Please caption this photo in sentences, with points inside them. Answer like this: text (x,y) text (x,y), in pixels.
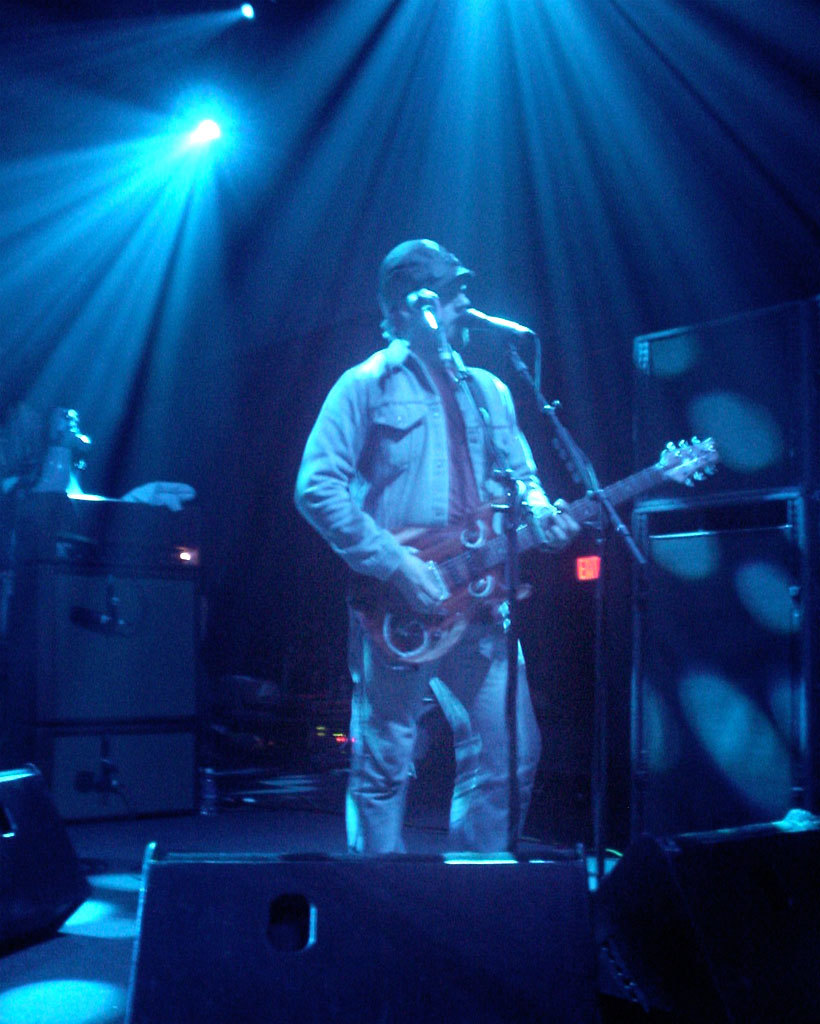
This picture is clicked at a stage performance. In the middle (463,416) there is a man (416,593) he wear shirt (382,494), trouser (371,702) and cap (420,277) he is playing guitar (499,559) he is singing in front of mic (479,319). In the background (198,161) there is a speaker (748,610) and light (191,133).
